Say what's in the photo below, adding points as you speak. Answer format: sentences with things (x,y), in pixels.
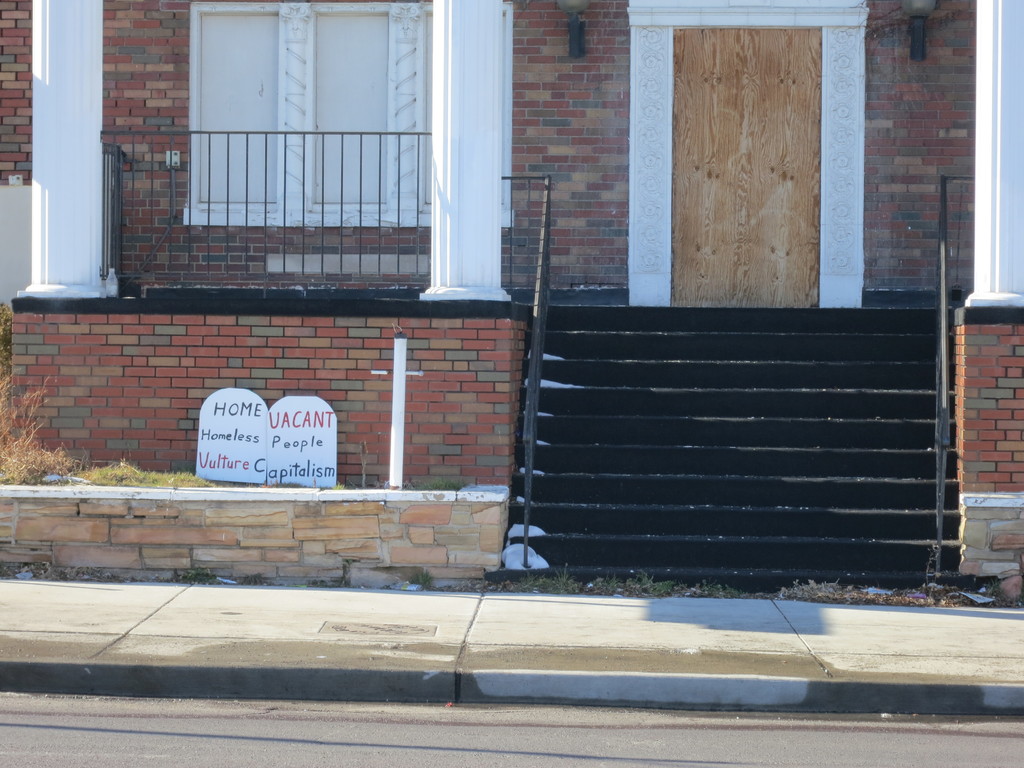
In this image I can see two boards (298,410) in white color and I can also see the stairs (706,344), the railing (243,213) and the building (590,93) is in brown color and I can also see few windows (255,57).
